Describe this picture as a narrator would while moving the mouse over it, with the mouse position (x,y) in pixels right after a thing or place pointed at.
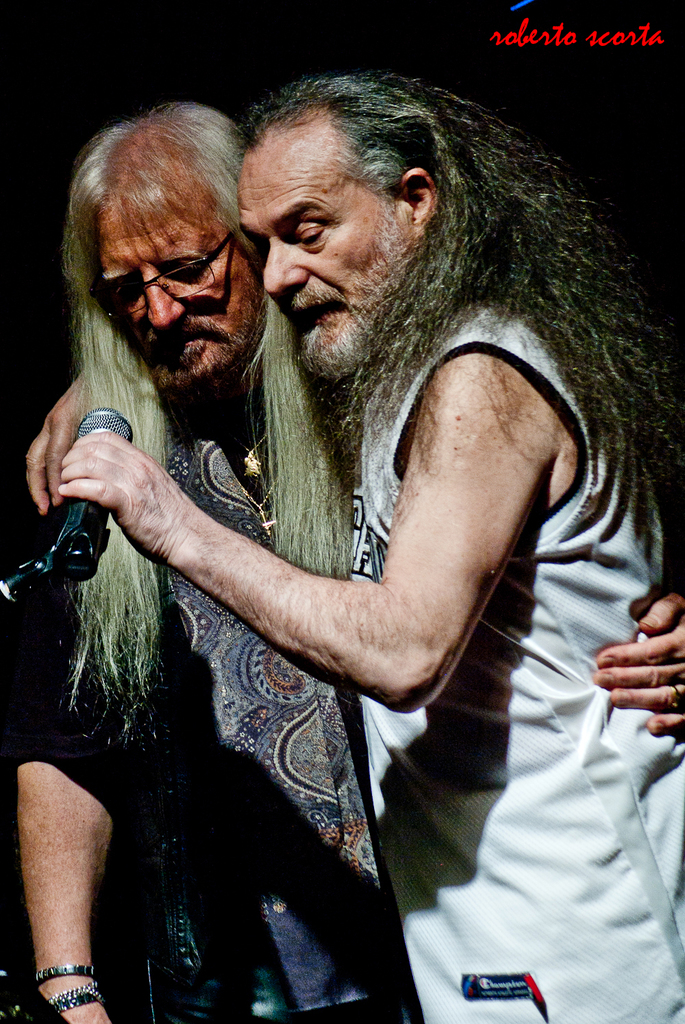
In this image we can see two people (196,398) standing and holding the microphone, there is a written text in the background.
